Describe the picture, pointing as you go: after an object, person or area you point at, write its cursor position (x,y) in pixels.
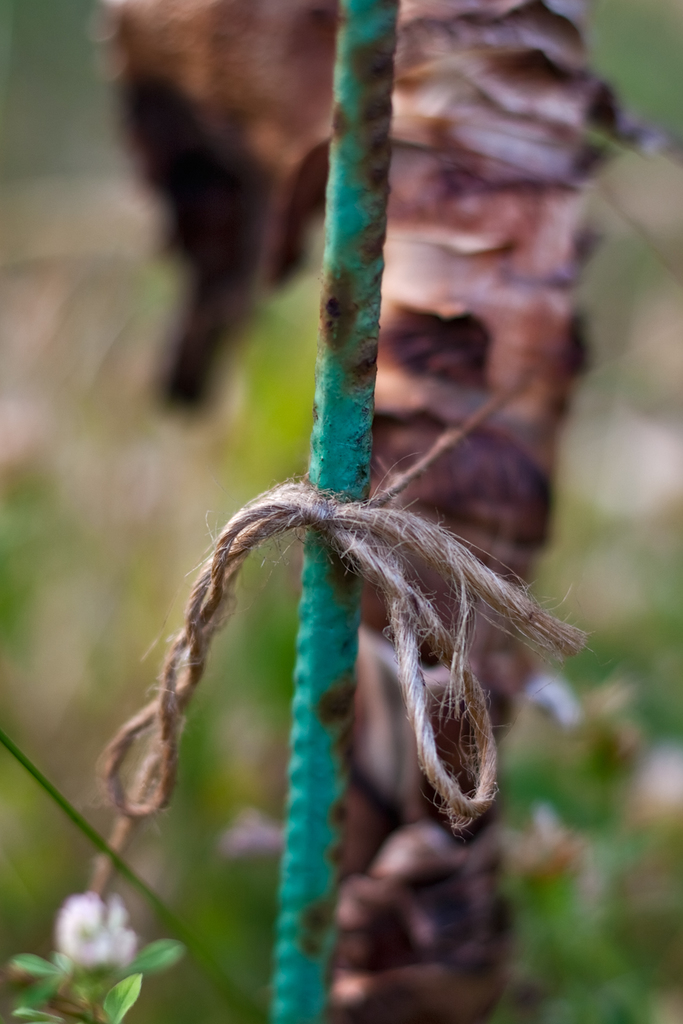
In this image we can see a rope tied to a rod (333,789) and there is a plant (80,913) with flower (119,947). In the background (208,386) the image is blur but we can see objects (357,778).
